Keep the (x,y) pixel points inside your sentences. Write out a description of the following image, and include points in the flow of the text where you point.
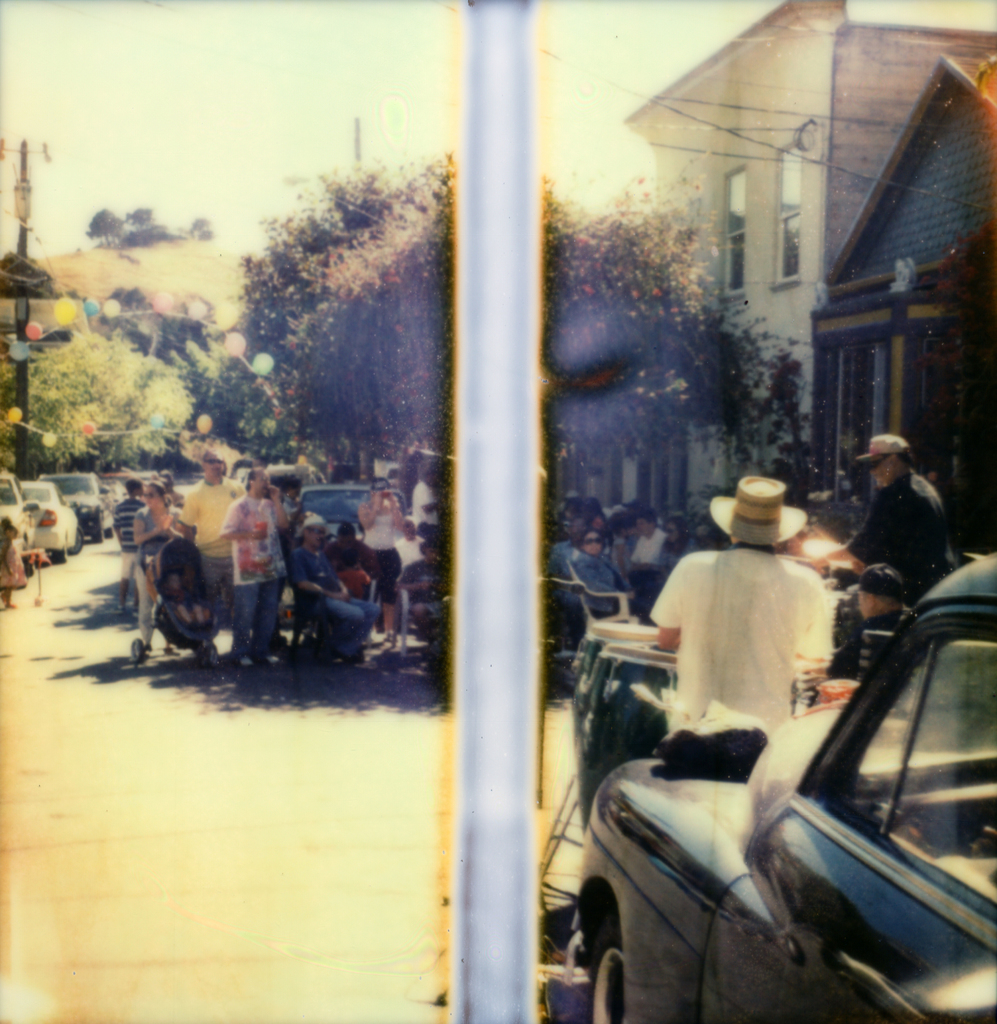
In this picture we can see a car (871,924) in the front (871,924), there are some people (228,503) standing and some people (635,547) are sitting on chairs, on the left side (31,497) there are vehicles (56,549), we can see balloons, a pole (22,397) and trees (208,347) in the middle (351,380), on the right side (860,313) there are houses (871,245), we can see the sky (302,129) at the top of the picture (166,64).
